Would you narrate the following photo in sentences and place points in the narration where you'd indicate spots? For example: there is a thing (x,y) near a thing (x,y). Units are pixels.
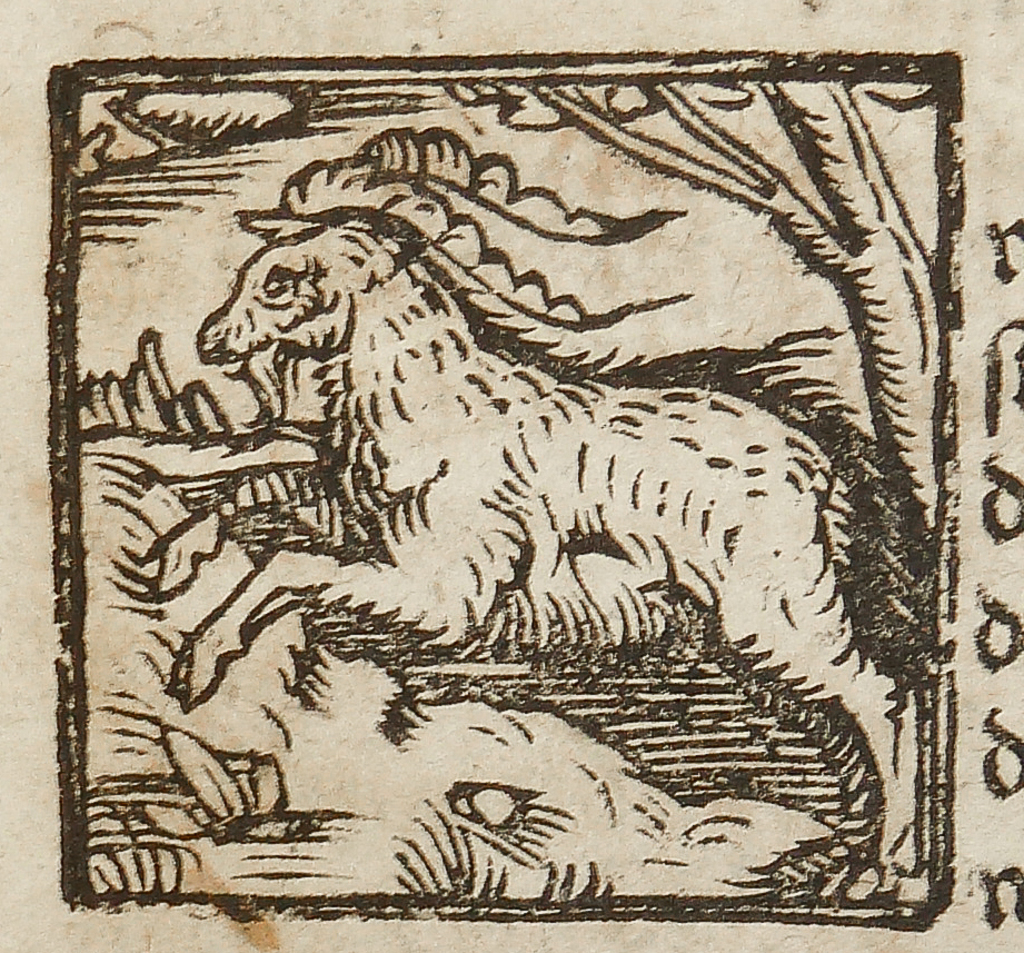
In this image we can see the drawing (371,531) of an animal (419,571), leaves (215,814) and a tree (778,104). On the right (991,372) we can see the text (991,884).
